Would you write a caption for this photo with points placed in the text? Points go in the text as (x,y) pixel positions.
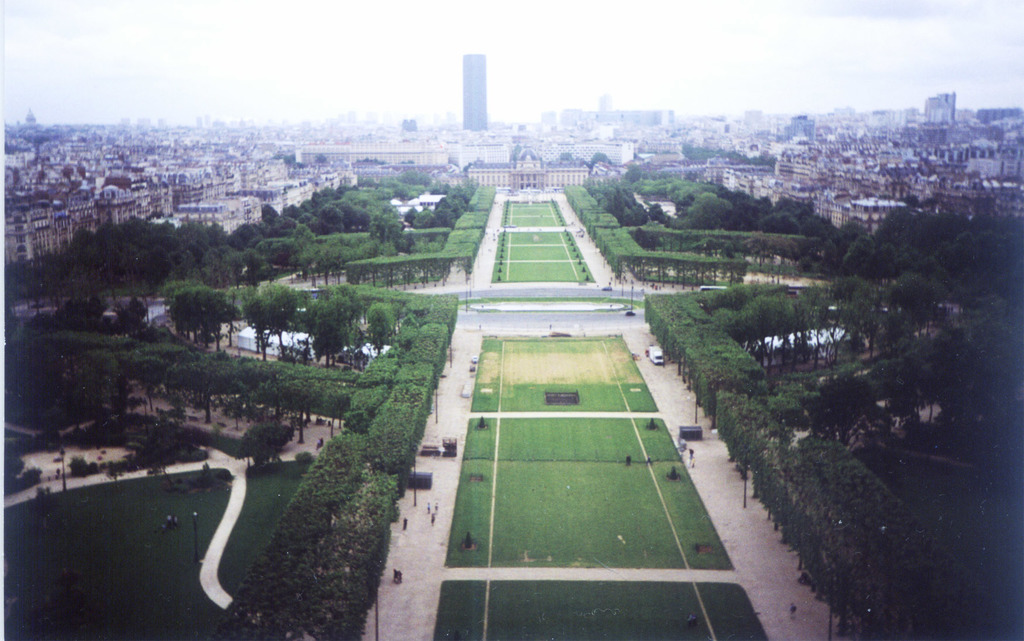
In this image we can see garden area (508,337), there are some plants (370,294) and trees (459,194) on left (255,222) and right side of the image (693,209) and in the background of the image (390,164) there are some buildings (622,146) and cloudy sky (58,21).
